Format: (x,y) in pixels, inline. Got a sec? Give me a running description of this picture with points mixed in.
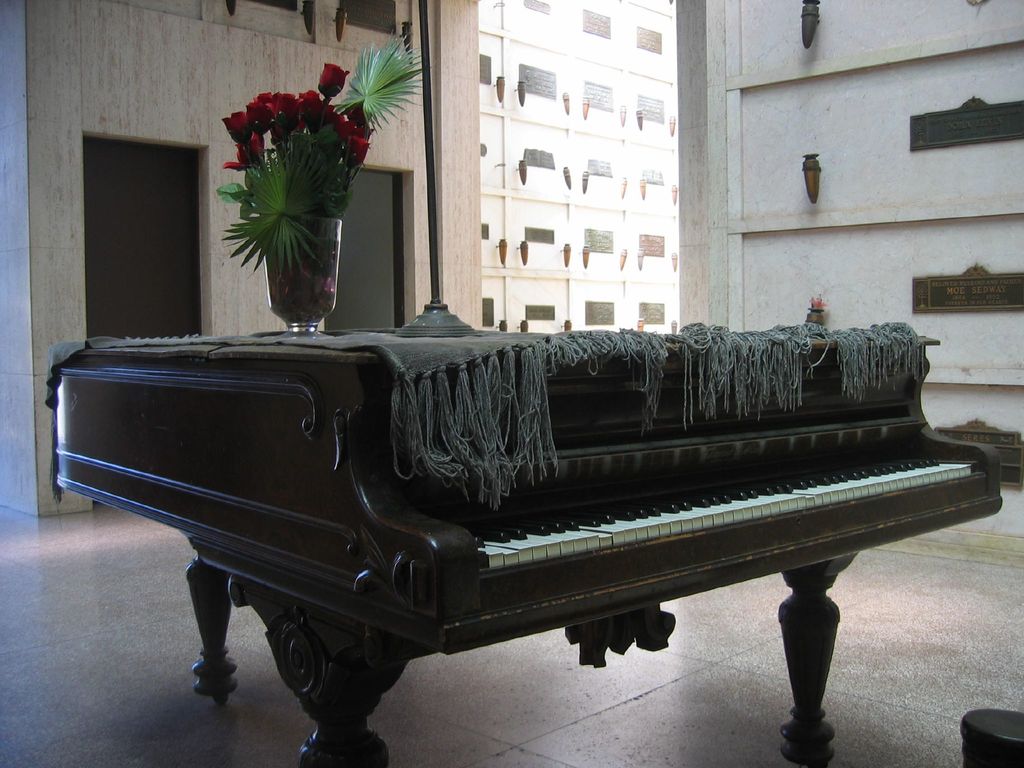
In this image i can see a piano (459,487) on which there is a flower vase (326,278). In the background (472,246) i can see a building (580,192), a wall (871,190) and a door (180,238).
